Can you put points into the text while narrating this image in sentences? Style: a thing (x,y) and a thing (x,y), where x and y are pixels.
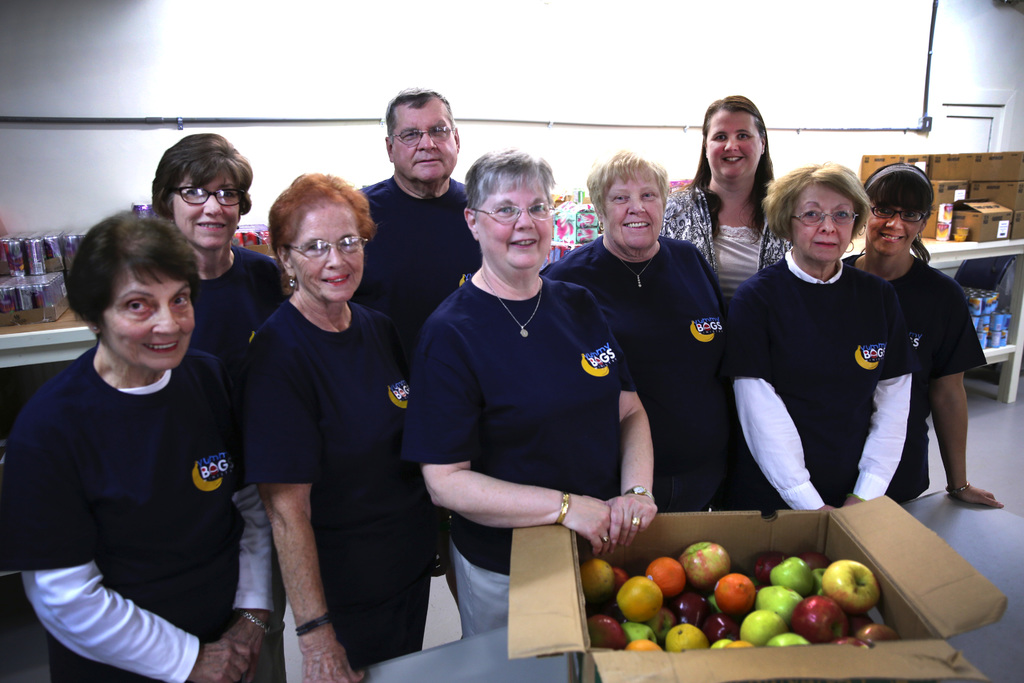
In this image we can see few people (499,379) standing. Some are wearing specs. And there is a box (770,662) with fruits (714,621) on a table (452,651). In the back (13,267) there are boxes (1015,198) and some other items (973,273) on racks (960,262). In the background (383,64) there is a wall (121,81) with pipes (931,60).
